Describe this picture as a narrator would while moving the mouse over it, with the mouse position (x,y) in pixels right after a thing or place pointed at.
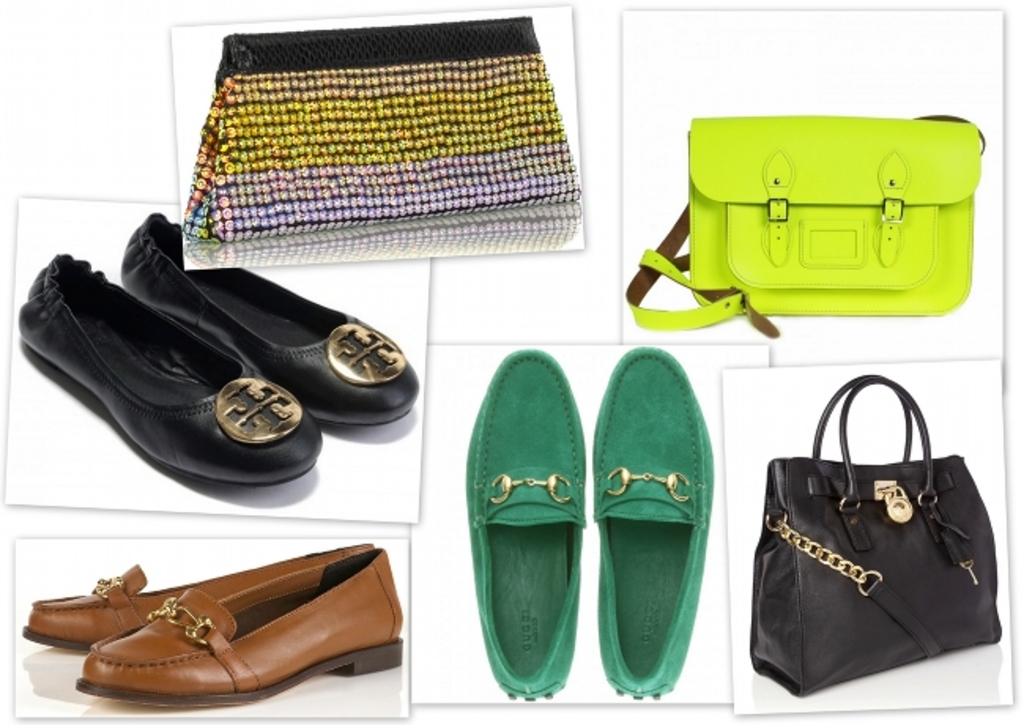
In this picture we can see some foot wears (372,406) and bags (443,103) where we can see black, green and multicolor bags (789,219).
